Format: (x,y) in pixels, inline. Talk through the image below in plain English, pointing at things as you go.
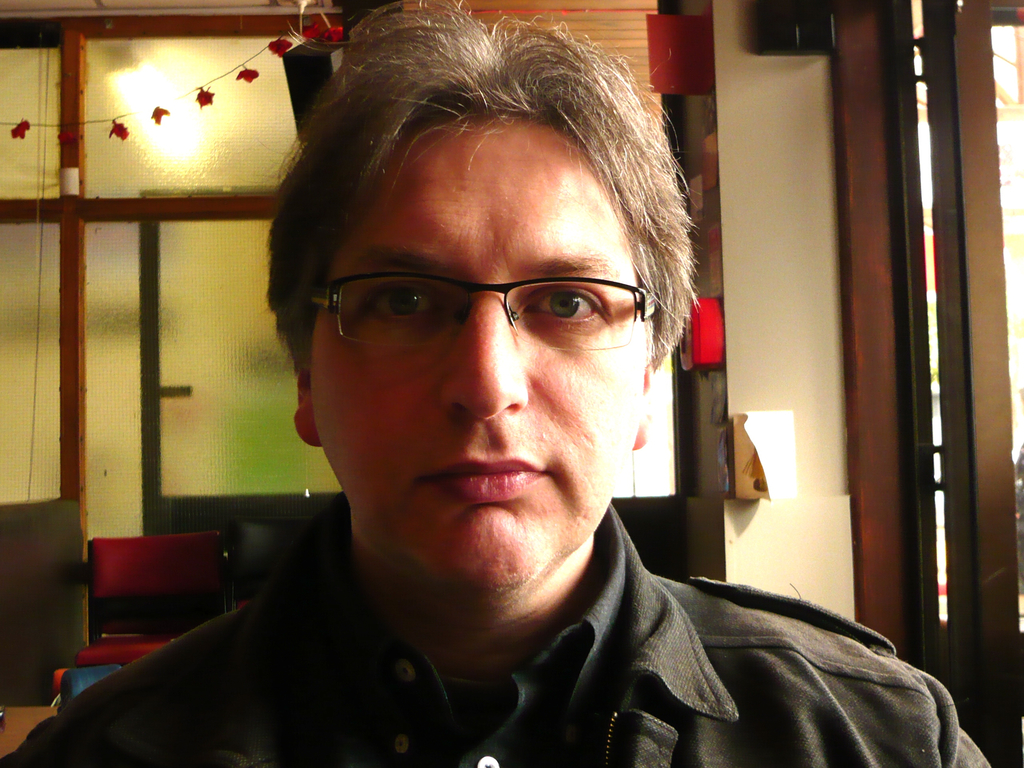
In this image we can see a person (683,202). In the background of the image (791,177) there is wall (807,557). There are chairs (97,590) and decorative items (72,138).
